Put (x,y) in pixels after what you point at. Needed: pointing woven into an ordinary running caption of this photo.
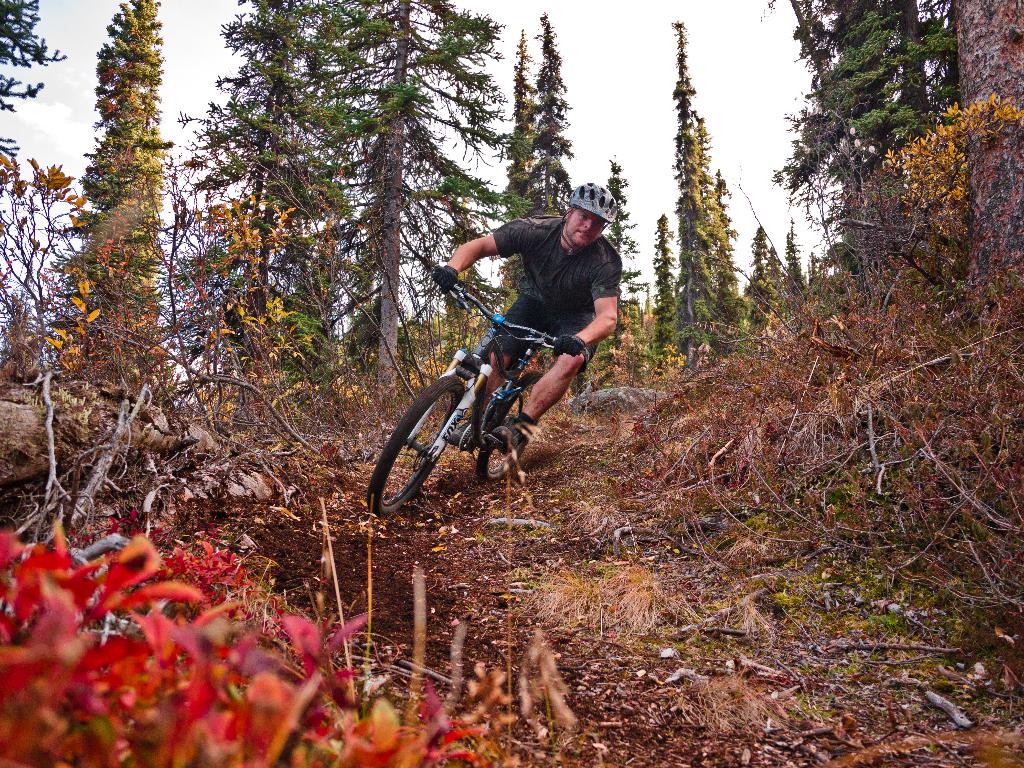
This image is clicked in a deep forest (873,191). There is a man (555,306) riding bicycle (460,398) and wearing helmet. He is also wearing a black t-shirt (512,241) and a black short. In the background (240,207) there are many tall trees (386,123). And to the front (157,627) there is small plant (116,661) which have red colored leaves (115,687). And to the right (833,455) there is a dry grass (889,437).
